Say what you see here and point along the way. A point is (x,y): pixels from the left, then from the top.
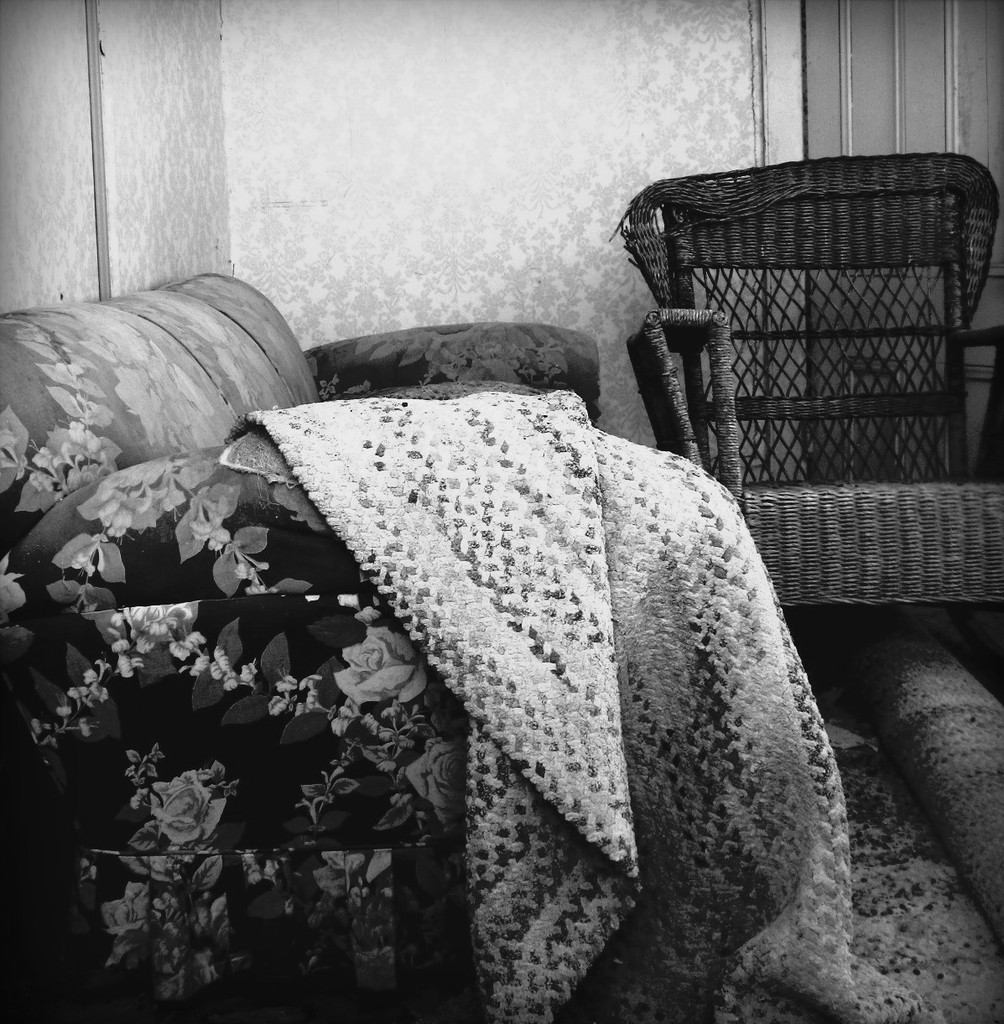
In this image there is one sofa (433,744) at left side of this image (218,694) and there is one chair (790,559) at right side of this image (843,437) and there is a wall (513,185) in the background (602,201). there is a carpet (914,830) at bottom right corner of this image (916,851).
